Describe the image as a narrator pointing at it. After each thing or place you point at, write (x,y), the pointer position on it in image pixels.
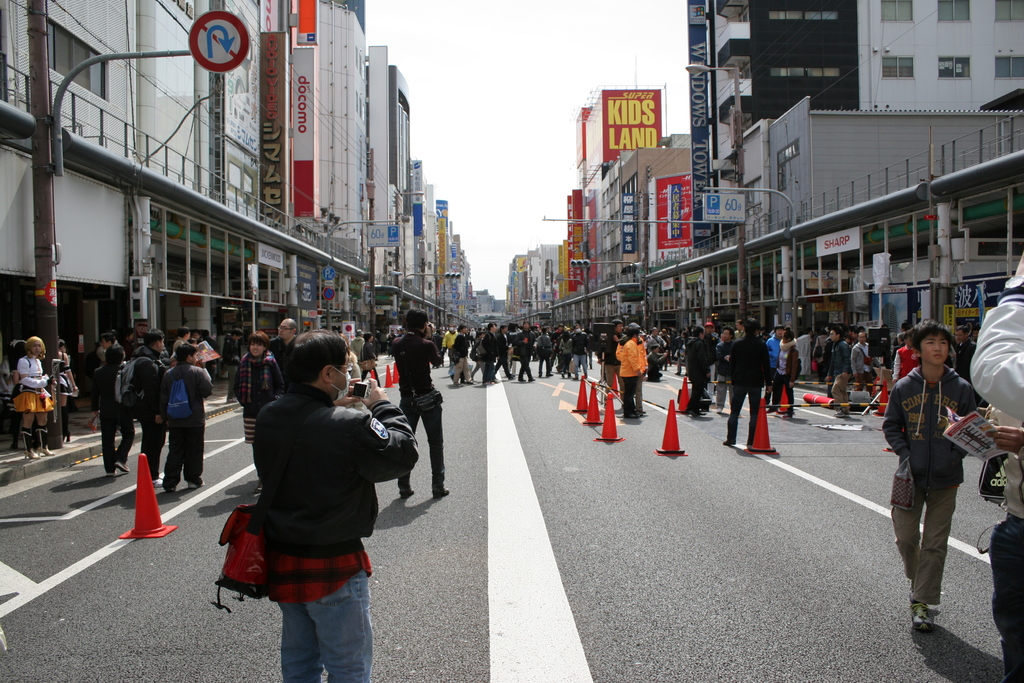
In this image there are people (567,357) walking on the streets (675,371), on the either side of the street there are buildings (633,175), lamp posts (795,221) and direction signs (201,45).
